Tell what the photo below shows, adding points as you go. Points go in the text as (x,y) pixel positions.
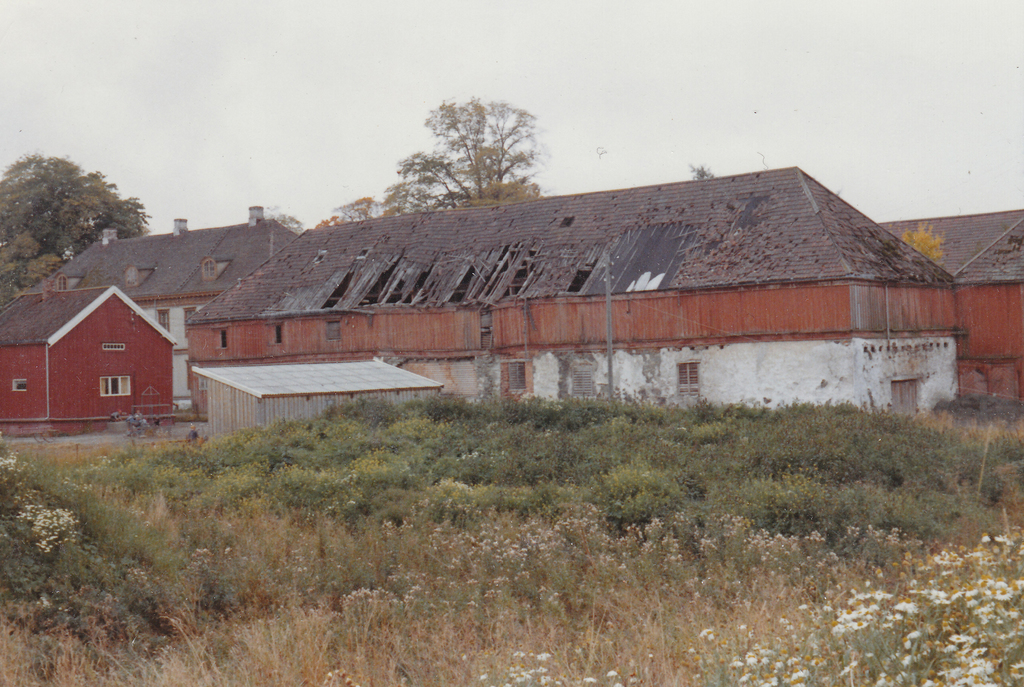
In this image, I can see the buildings (465,382), houses (146,354) and plants (513,517). In the background (434,209), there are trees (476,195) and the sky (967,62).
